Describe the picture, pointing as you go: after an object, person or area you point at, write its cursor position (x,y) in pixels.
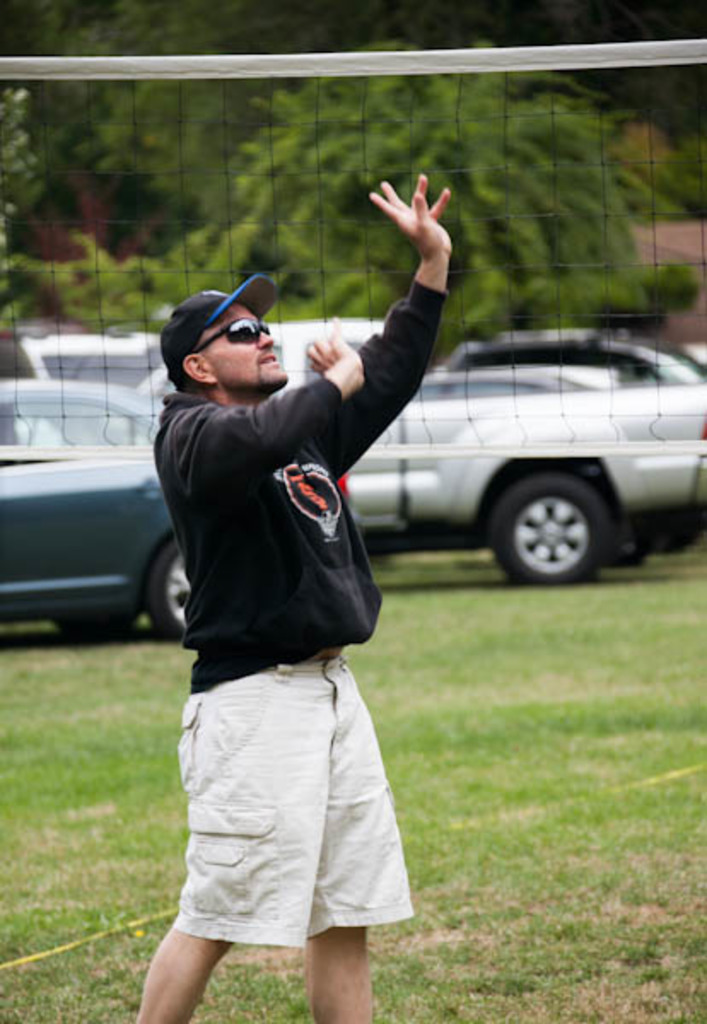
In this picture I can see few cars (515,553) and vehicles (694,495). I can see a man (290,537) standing and grass (448,704) on the ground (383,670). I can see few trees (292,113) and a net (688,415) in the back (99,3).
